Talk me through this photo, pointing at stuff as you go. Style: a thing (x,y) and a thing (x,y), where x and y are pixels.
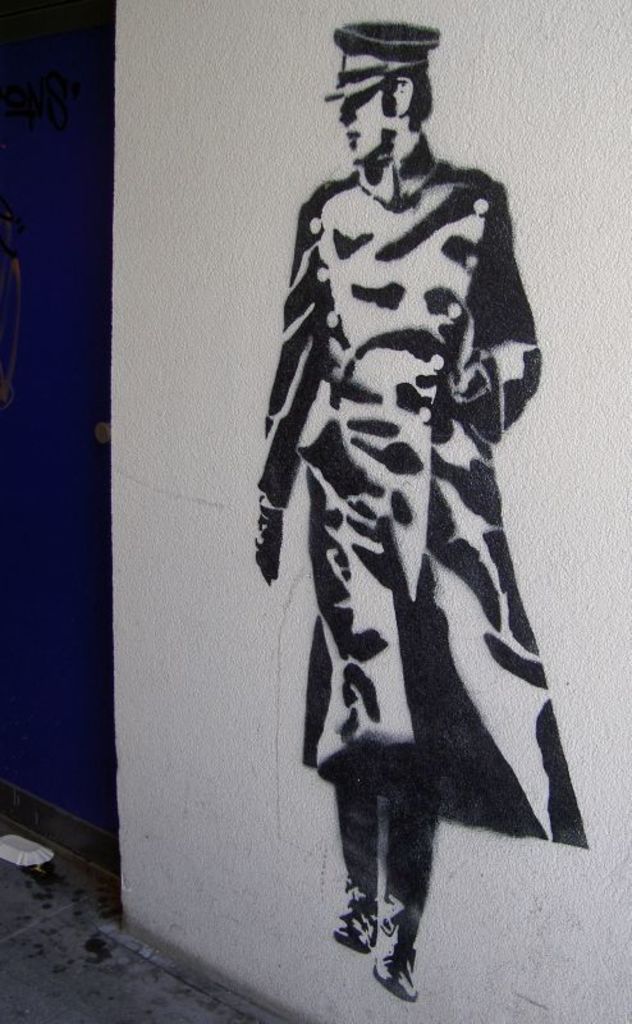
In this image, we can see human painting (378,711) on the white wall (291,582). At the bottom (181,976), we can see a floor (86,969), paper cup (25,860). On the left side (57,486), we can see blue color.
